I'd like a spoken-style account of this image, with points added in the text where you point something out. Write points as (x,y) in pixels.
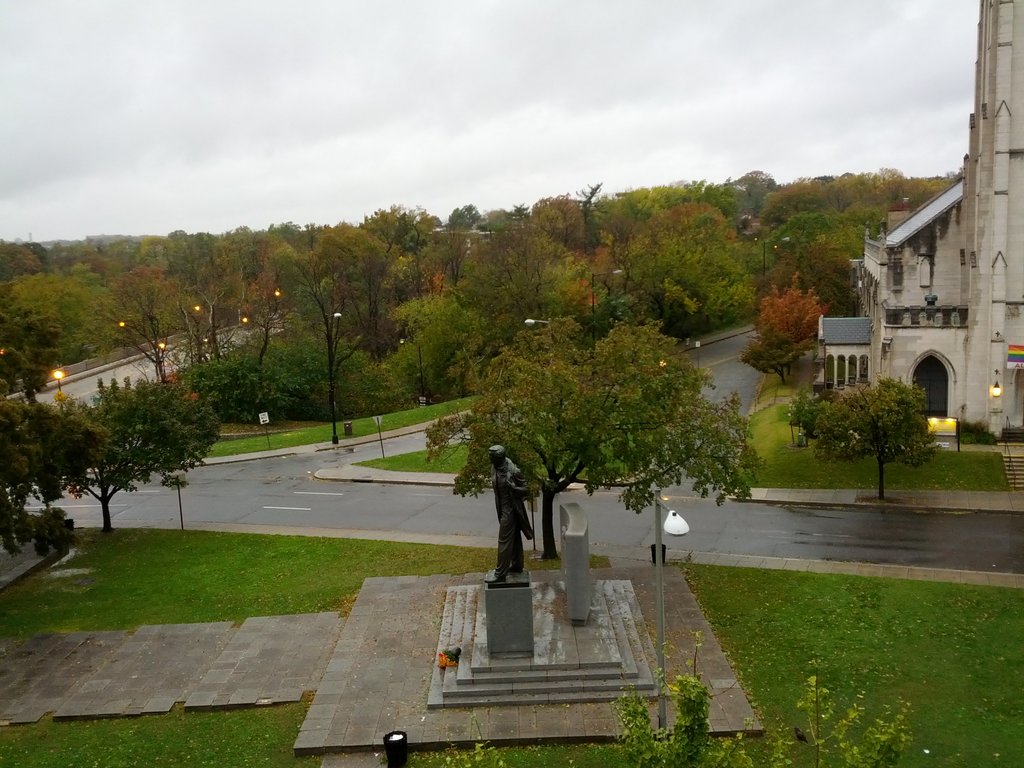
This picture is clicked outside. In the center (523,480) there is a sculpture (509,503) of a person (508,535) and we can see the green grass (58,605), trees (630,399) and street lights (331,398) attached to the poles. On the right (989,167) there is a building (961,328). In the background (665,65) there is a sky (339,121).
